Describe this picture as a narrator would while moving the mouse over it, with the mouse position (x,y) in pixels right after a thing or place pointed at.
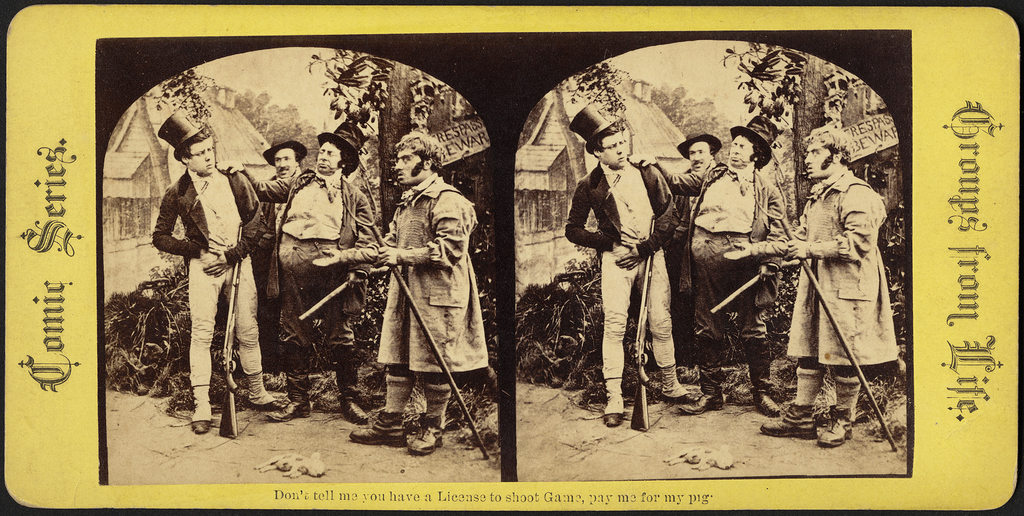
This is a collage image and here we can see people (647,232) wearing hats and some are holding sticks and there are guns (230,310). In the background (250,109), there are trees (396,87) and we can see houses (647,84) and there is some text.
